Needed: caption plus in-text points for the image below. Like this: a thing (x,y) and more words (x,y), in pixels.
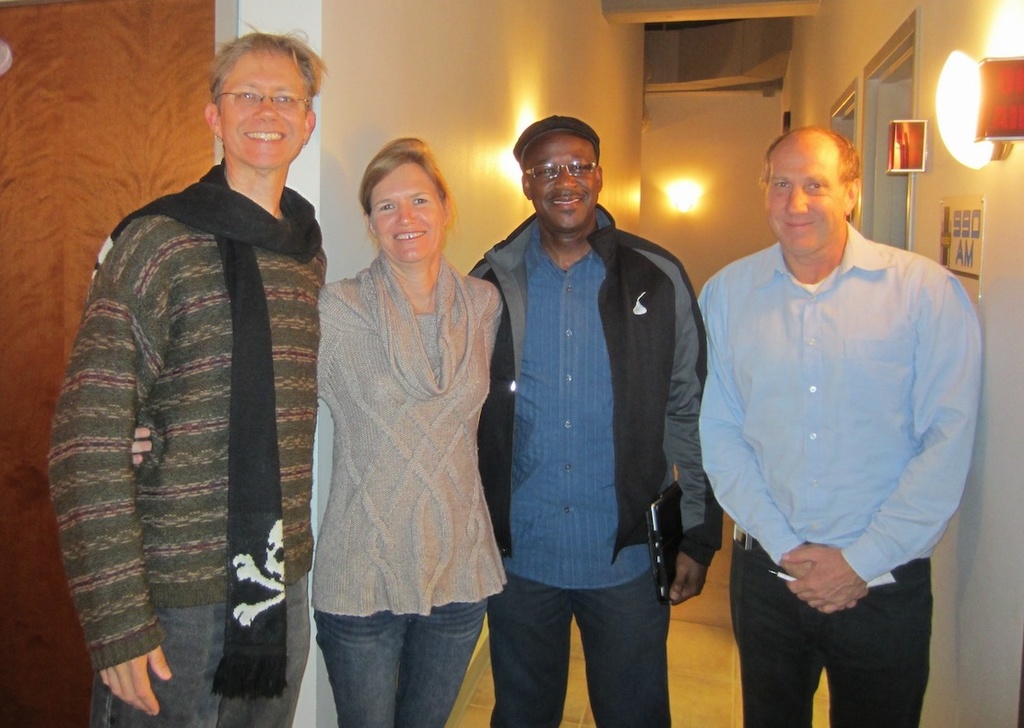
In this picture I can see 3 men (585,256) and a woman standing in front (290,134) and I see that they're smiling. In the background (502,58) I can see the walls (988,8) and I can see the lights (968,111). On the right side of this picture (966,217), I can see a board (952,239) and I see something is written on it.
